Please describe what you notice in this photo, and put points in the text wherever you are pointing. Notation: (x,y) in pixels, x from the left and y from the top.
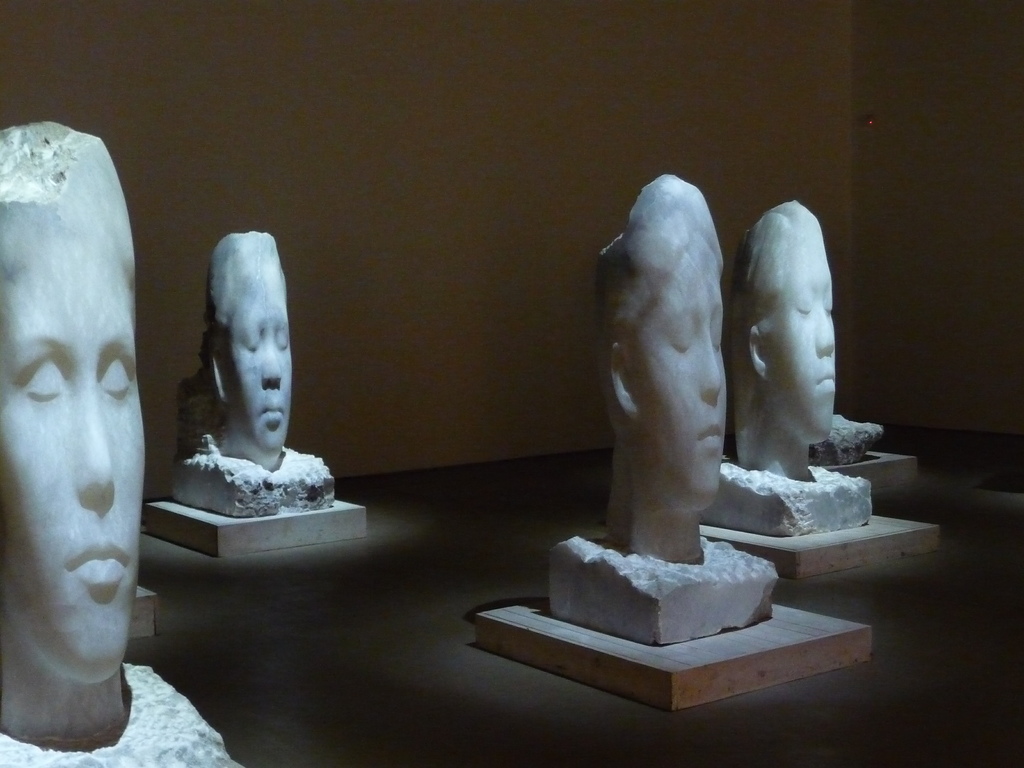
In this image there are sculptures (563,603) of persons faces (12,147) on the wooden boards (852,469), and in the background (511,255) there is wall (402,249).
